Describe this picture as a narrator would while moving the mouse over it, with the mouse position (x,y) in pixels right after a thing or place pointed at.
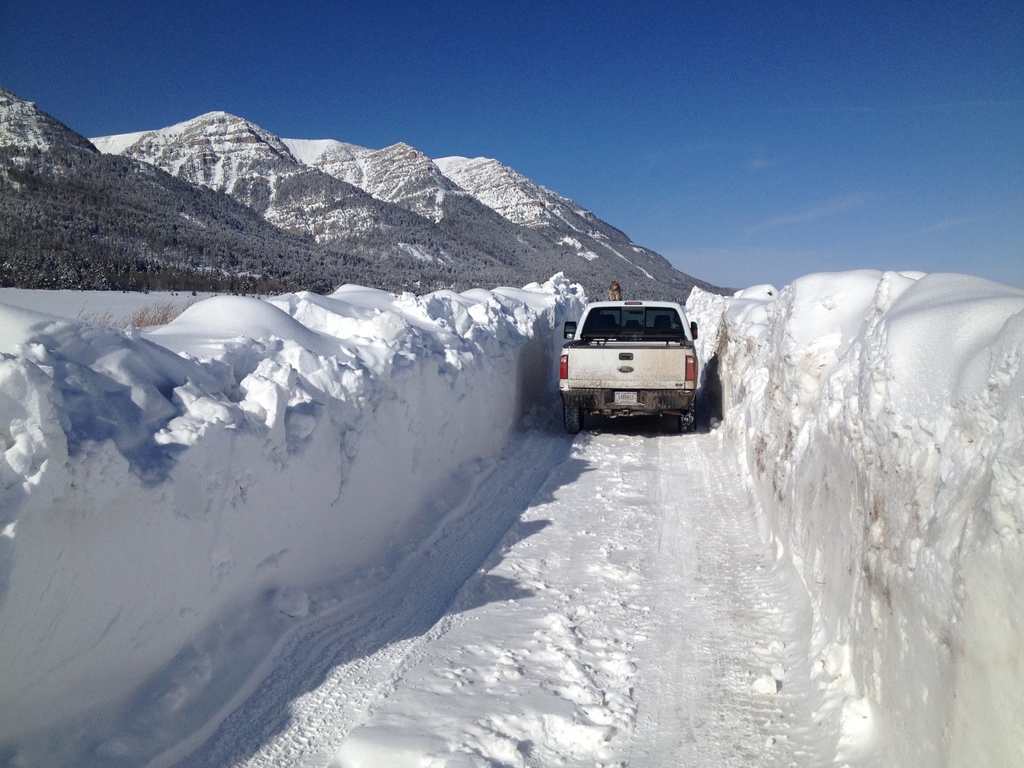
In this image there is full of snow (586,447). There is a path (620,434). There is a vehicle (681,311). There are mountains (53,205) on the left side (21,157). There is a sky (674,79).
